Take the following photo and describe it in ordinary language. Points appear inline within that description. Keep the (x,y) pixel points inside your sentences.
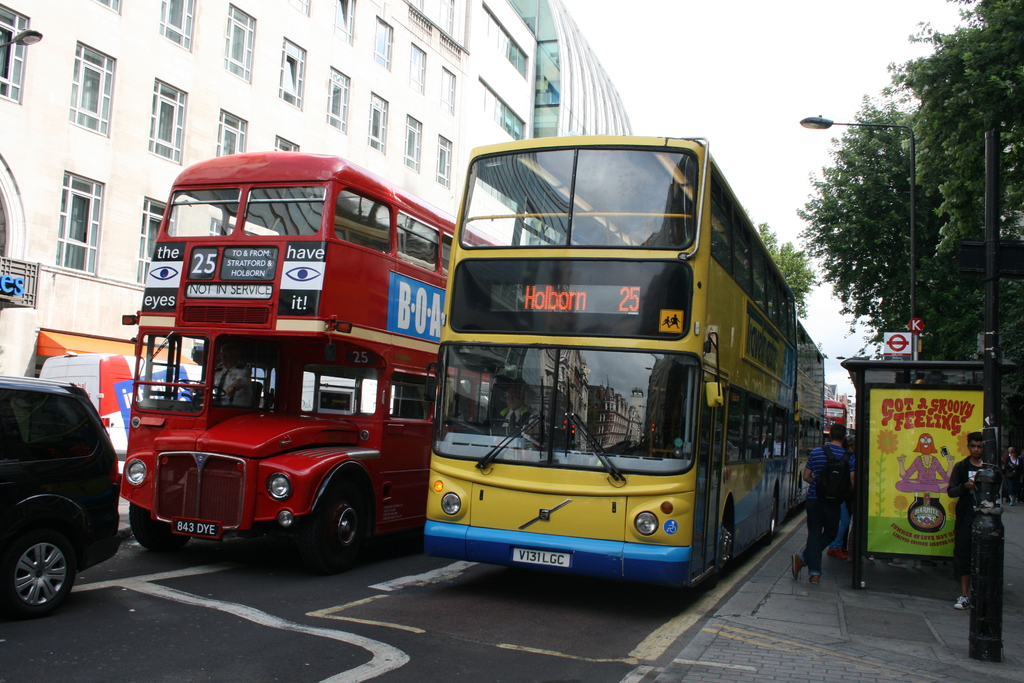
In this image we can see buses (319,337) and a vehicle (35,505) on the road (285,608). On the buses (447,398) there are numbers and text (291,296). Inside the buses (741,357) there are persons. On the right side (843,630) there is a sidewalk (808,622). There are few people (845,525). Also there is a banner (905,459) with text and images (936,492). And we can see sign boards (896,338). Also there is a light pole (914,272) and pillar (989,273). Also there are trees (871,244). On the left side (239,88) there are buildings (348,87) with windows (171,105). In the background (631,77) there is sky (728,100).
